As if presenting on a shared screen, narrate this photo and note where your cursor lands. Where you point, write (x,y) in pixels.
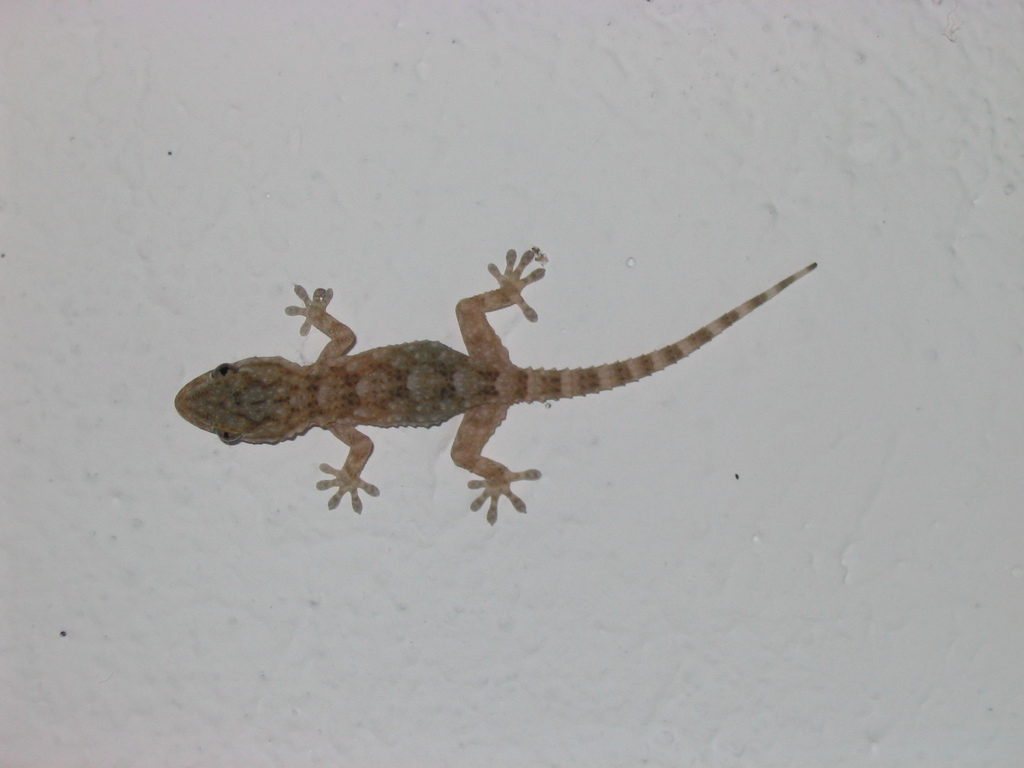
In this image I can see the lizard (463,463) and the lizard (351,441) is in brown color and I can see the white color background (136,538).
